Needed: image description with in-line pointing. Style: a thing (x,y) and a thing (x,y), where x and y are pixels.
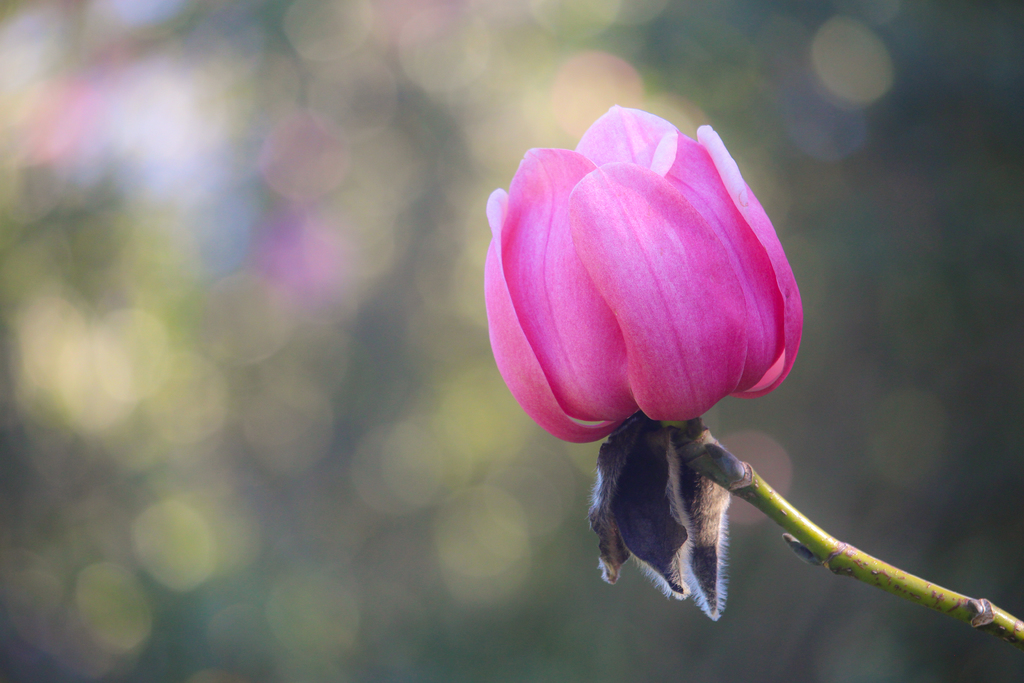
In this image I can see the flower (565,332) which is in pink color. And there is a blurred background (34,272).
